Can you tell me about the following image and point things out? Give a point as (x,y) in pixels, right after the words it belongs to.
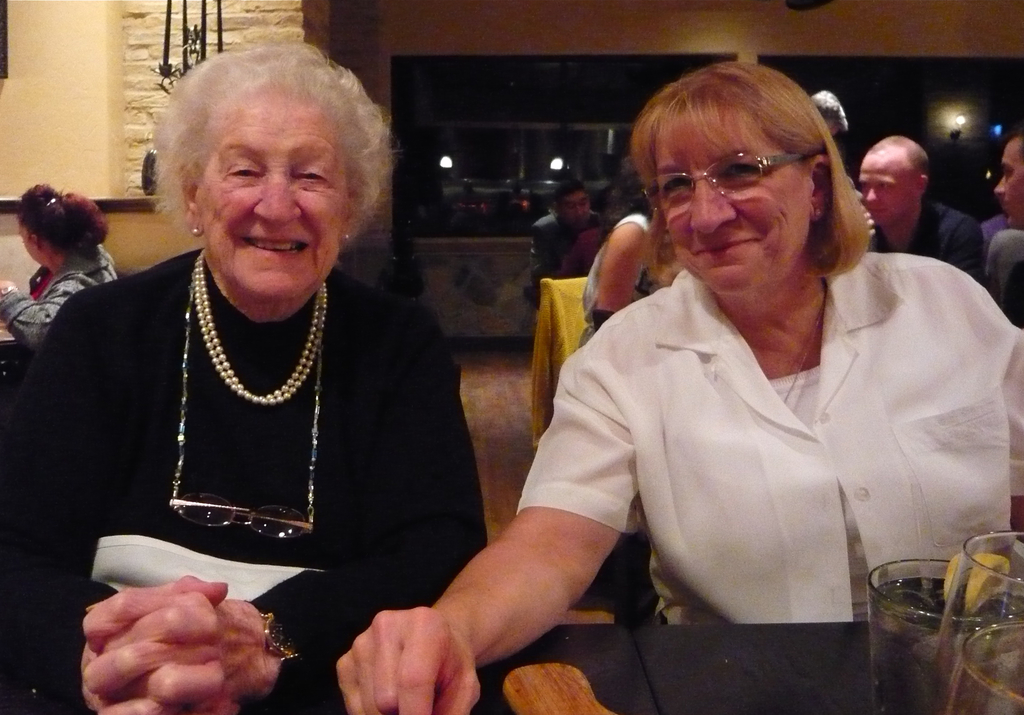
On the left side (289,371), there is a woman (313,229) in black color dress (288,441) smiling, sitting and placing both hands (231,683) on the table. On the right side (911,408), there is a woman (687,258) in white color shirt (786,470) sitting and placing a hand (419,684) on the table (761,644) on which, there are glasses (925,645) arranged. In the background (970,168), there are persons (62,295) sitting and there is wall (57,111).
